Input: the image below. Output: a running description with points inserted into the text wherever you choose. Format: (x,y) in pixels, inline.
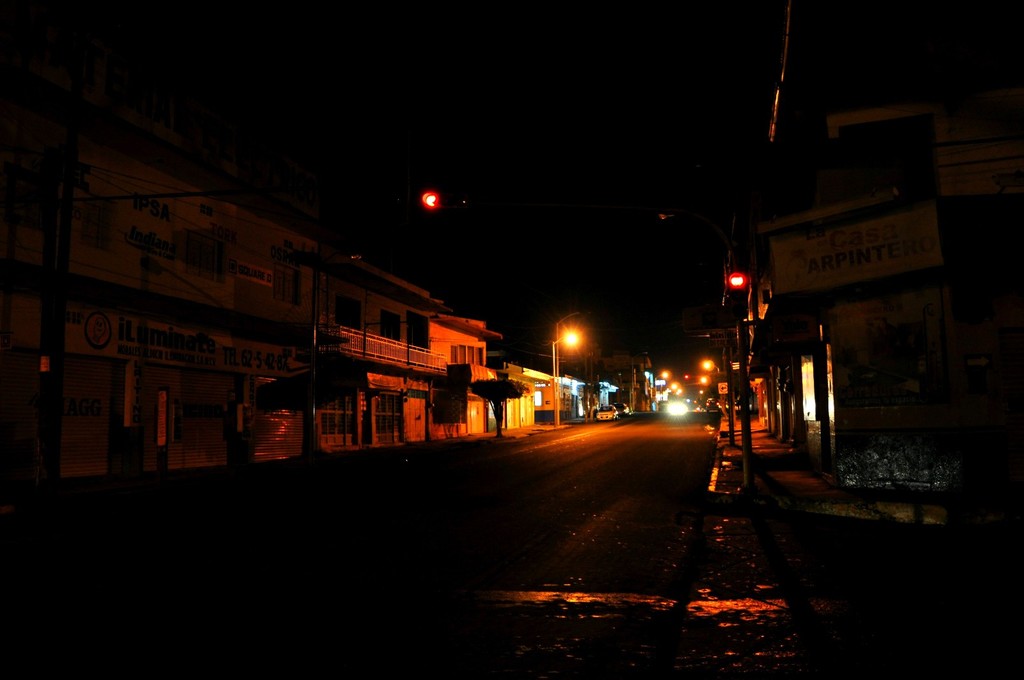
In this picture we can see road (615,494), boards (873,383), buildings (455,342), poles (744,347), lights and vehicles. In the background of the image (722,349) it is dark.
